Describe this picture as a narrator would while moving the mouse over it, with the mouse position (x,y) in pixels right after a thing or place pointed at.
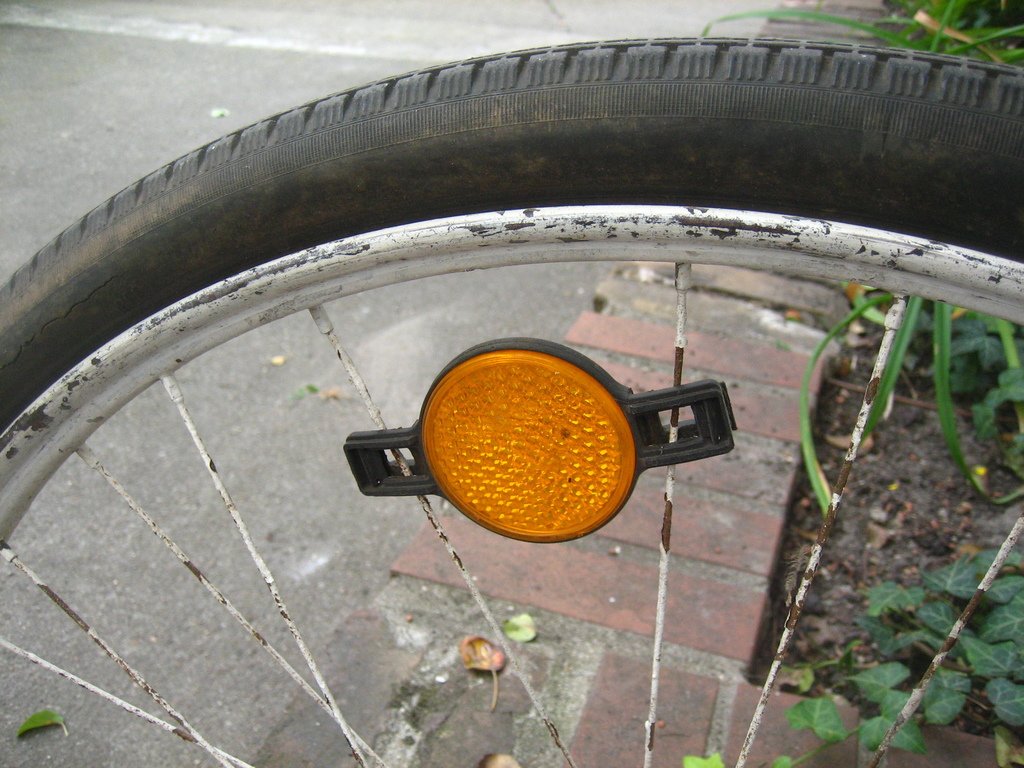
In this image we can see a tire (350,192) with rims (250,550). Also there is a reflector (499,443). In the back (981,324) there are plants (837,721) and bricks (662,509).
